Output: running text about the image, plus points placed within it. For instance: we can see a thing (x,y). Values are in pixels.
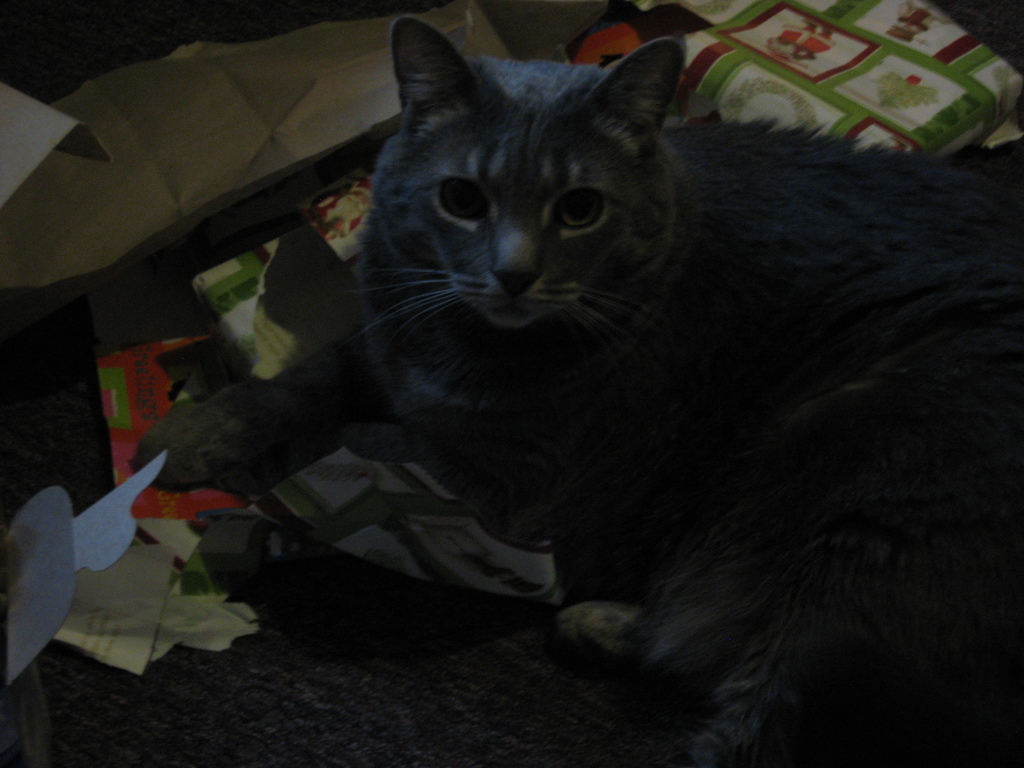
In this picture we can see a cat (501,131) sitting on a cloth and looking at someone.
